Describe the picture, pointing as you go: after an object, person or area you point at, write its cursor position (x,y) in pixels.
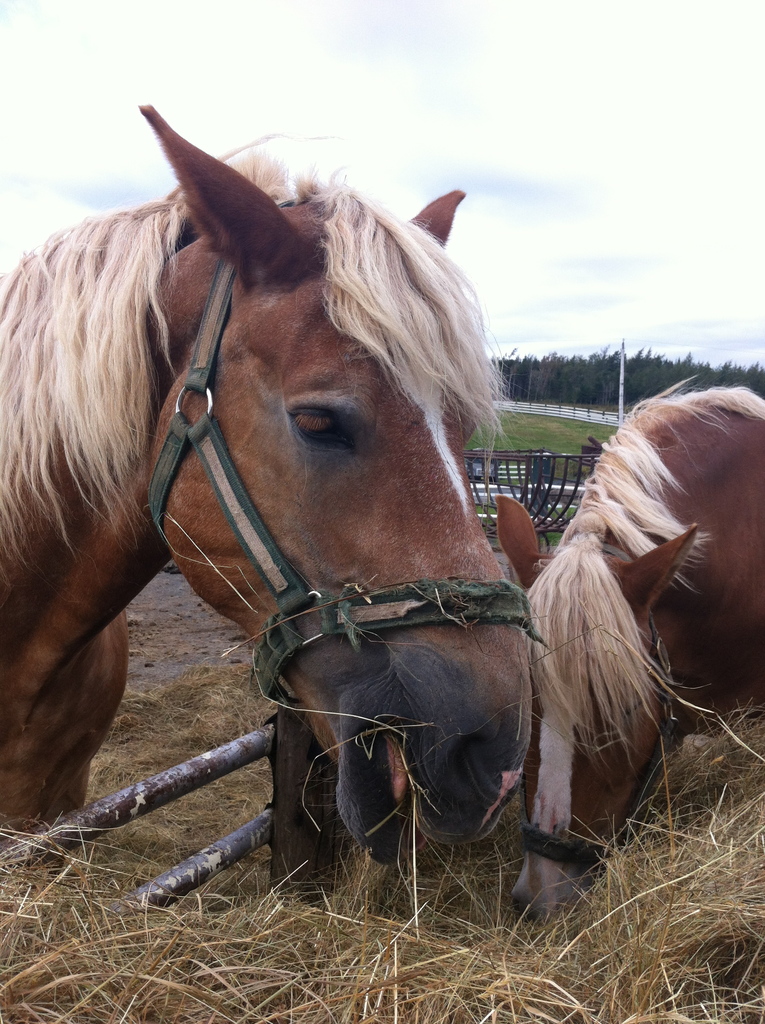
In the center of the image (464,546) we can see two horses (502,650) are eating grass (84,918). And we can see the horses (417,539) are in brown and cream color and we can see belts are tied on the faces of the horses (655,514). And we can see the grass (242,949) and the fence (254,848). In the background (341,150) we can see the sky (449,116), clouds (507,164), trees (639,364), one pole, fences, grass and a few other objects (527,493).
